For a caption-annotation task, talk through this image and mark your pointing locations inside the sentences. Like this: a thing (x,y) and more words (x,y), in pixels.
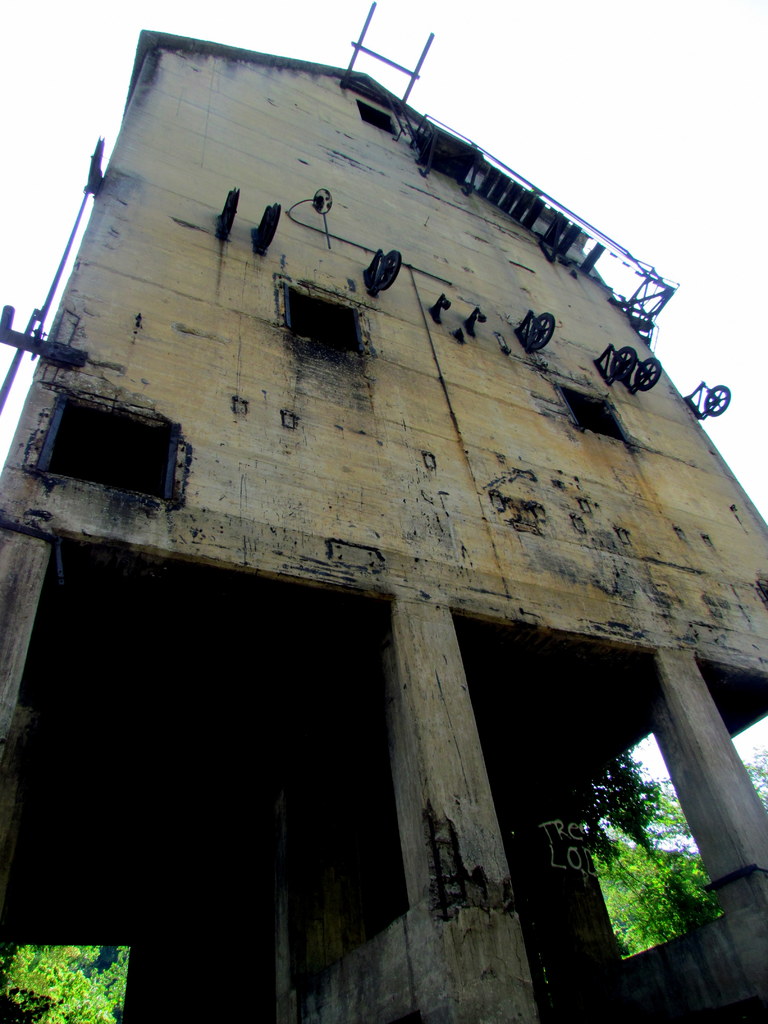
In this picture I can see there is a building (290,392) and it is an old building (80,929), there are few trees (95,975) and the sky (544,73) is clear.
